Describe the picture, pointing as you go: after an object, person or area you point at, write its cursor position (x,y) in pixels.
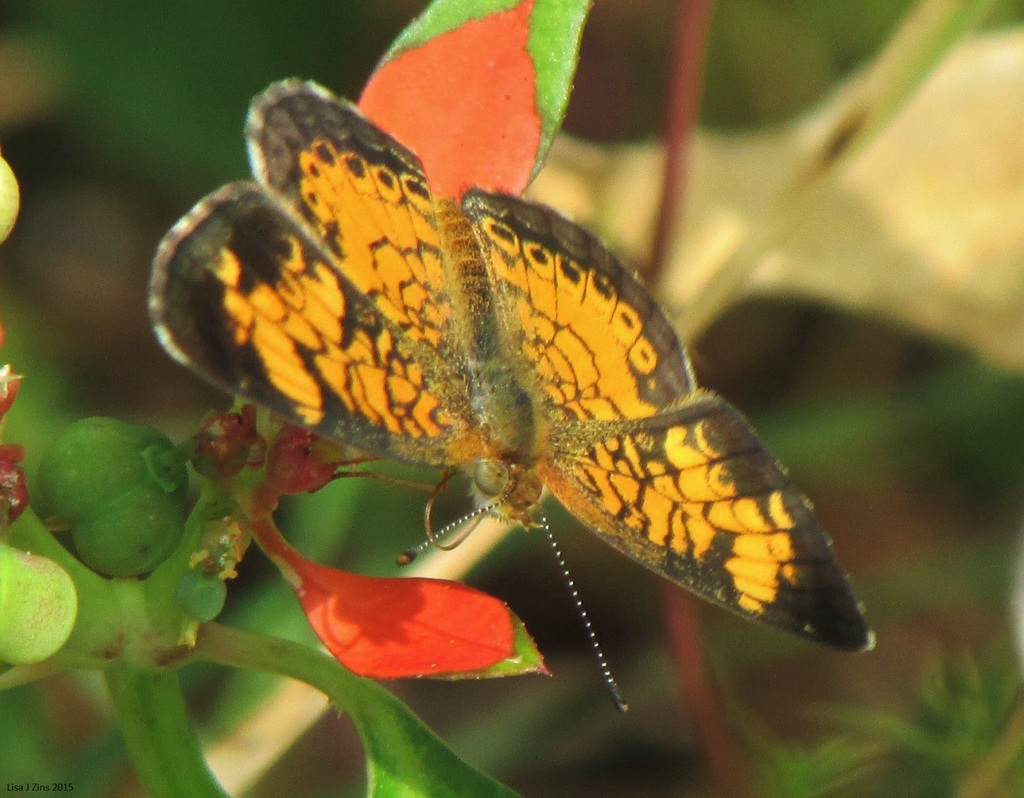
In this image there is a butterfly (503,412) on the plant (232,548). The background of the image (623,578) is blur.
